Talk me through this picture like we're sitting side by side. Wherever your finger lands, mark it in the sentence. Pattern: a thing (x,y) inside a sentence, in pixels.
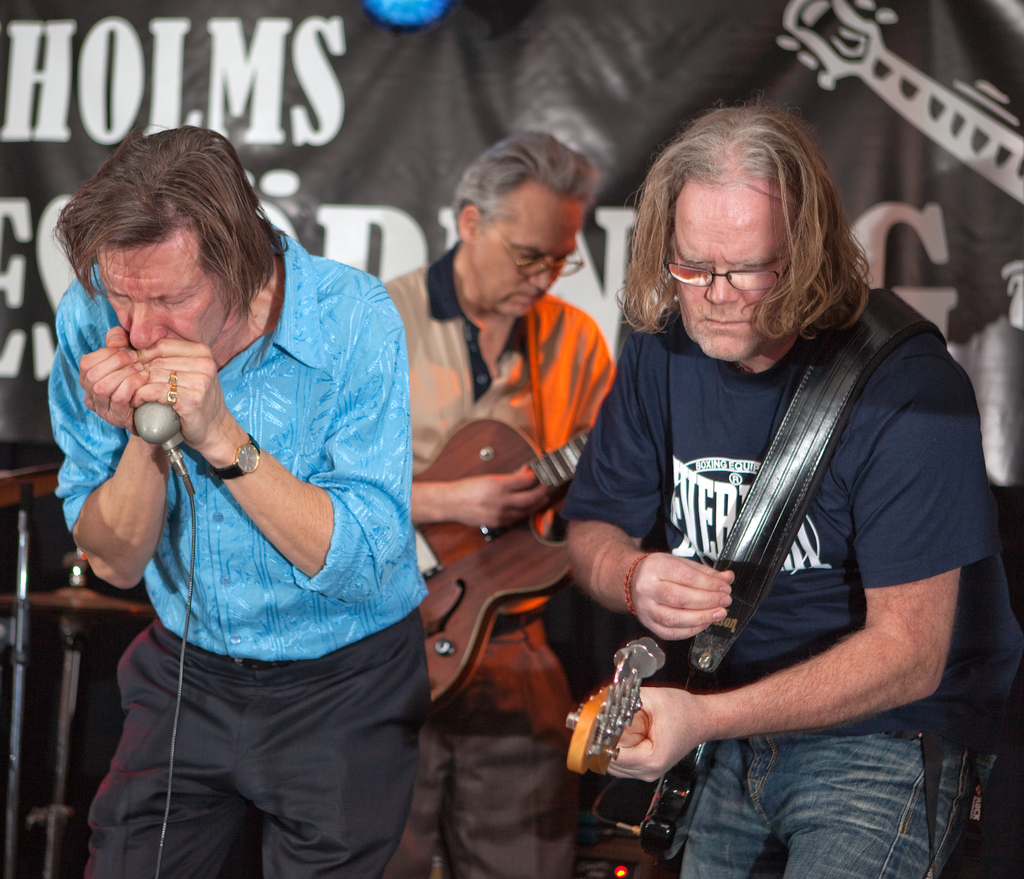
A person (302,409) wearing a blue shirt (296,450) and a watch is holding a mic (164,408) and playing harmonica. Another person (941,507) beside him is holding a guitar (616,721). In the other person (513,359) wearing specs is playing guitar (483,546). In the background (490,126) there is a banner (518,77). On the left side (67,600) there is a cymbal (82,597).
